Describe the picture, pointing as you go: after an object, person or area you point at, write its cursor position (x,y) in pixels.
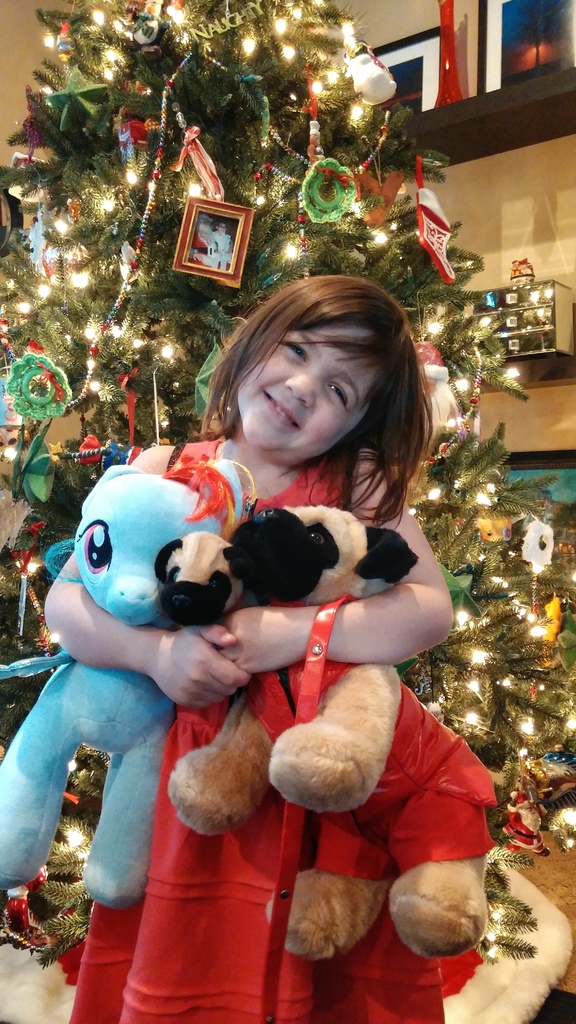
In this picture there is a small girl (219,704) standing in the front (329,689) and holding the teddy bears (113,751) in the hand (195,670). Behind there is a decorative Christmas tree (389,240). In the background (495,207) we can see the yellow wall (487,234) and photo frames (423,75).
